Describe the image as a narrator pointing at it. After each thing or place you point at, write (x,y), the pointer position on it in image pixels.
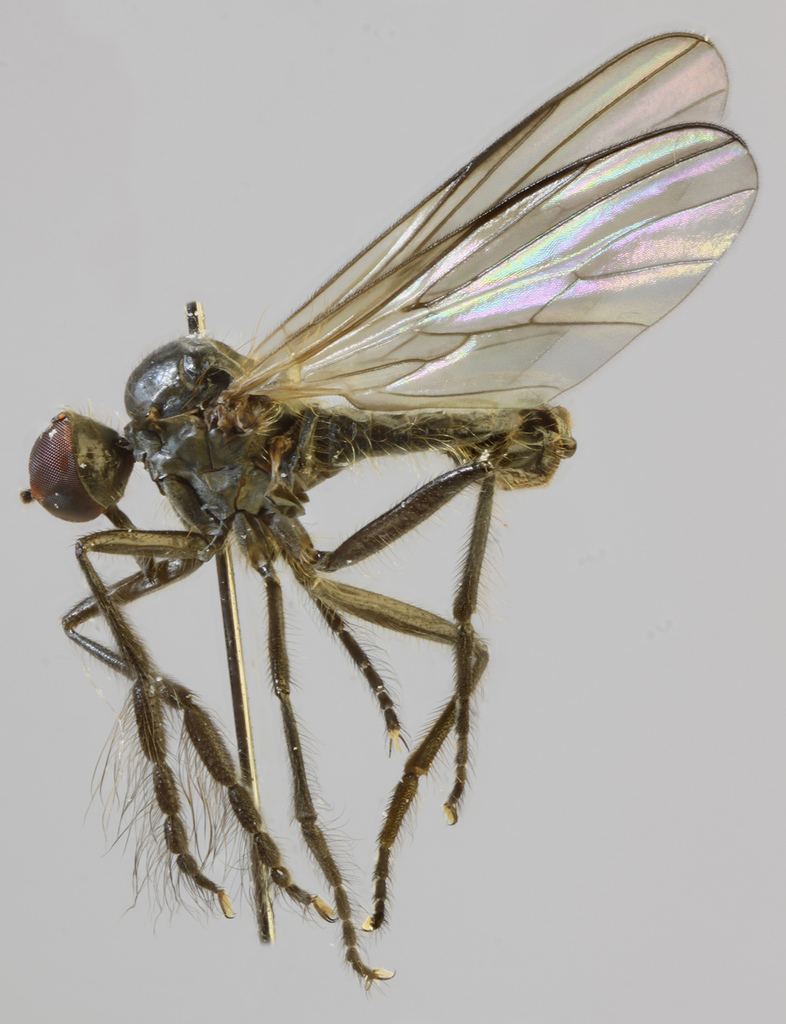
In the center of the image (360,356) we can see fly (284,443) on a pin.
